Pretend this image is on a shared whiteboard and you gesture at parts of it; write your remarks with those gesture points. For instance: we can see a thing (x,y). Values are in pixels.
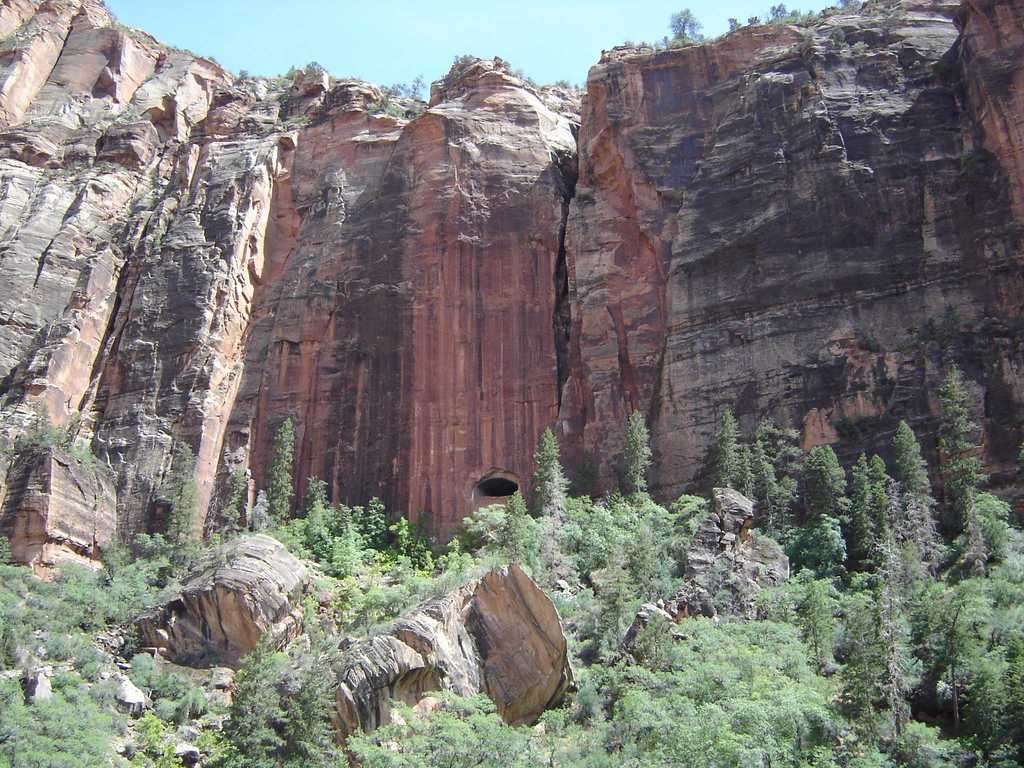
This picture might be taken from outside of the city. In this image, we can see some trees (628,563), rocks (693,572), stones (519,634). On top (457,46) there is a sky (538,52), at the bottom (741,579) there is a grass (290,702) with some stones (445,627).
